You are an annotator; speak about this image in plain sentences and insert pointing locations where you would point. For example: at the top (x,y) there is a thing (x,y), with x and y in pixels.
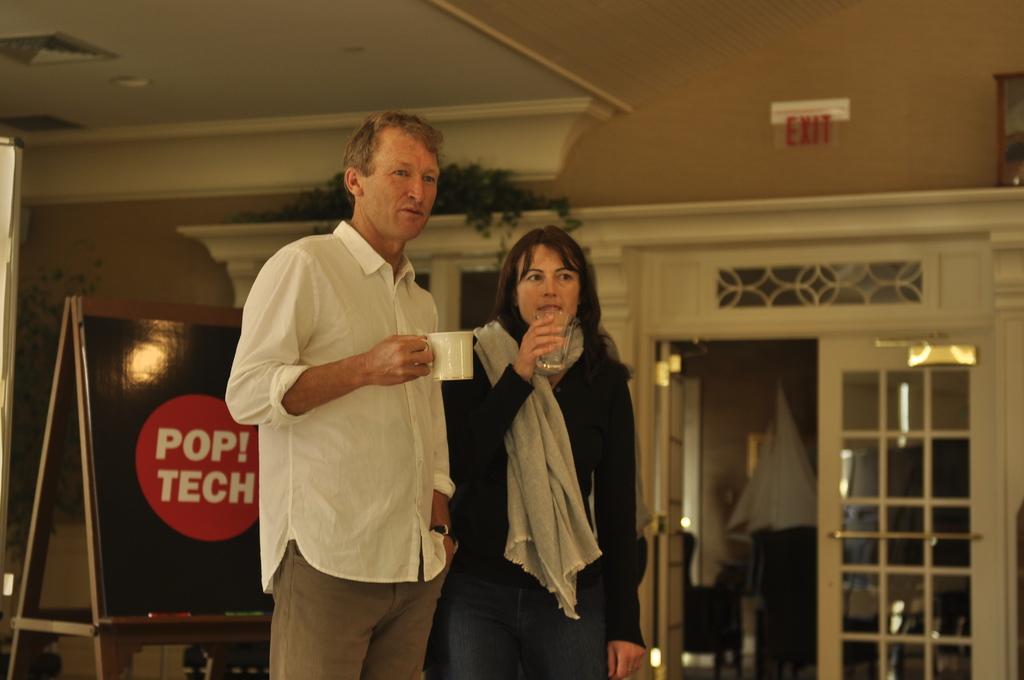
In this image I can see two persons (463,608) are standing on the floor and holding cups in their hand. In the background (983,585) I can see a wall (1020,290), houseplants (287,211), board (175,503) and a door (953,599). This image is taken may be in a hall (15,68).
